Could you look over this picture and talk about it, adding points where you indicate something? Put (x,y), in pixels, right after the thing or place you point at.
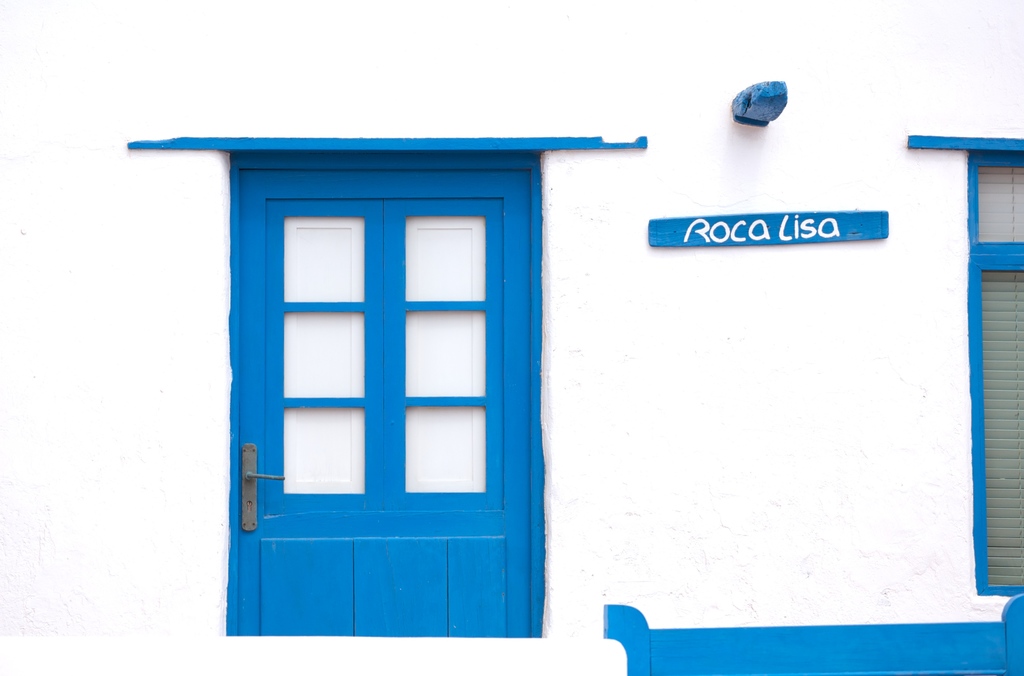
In this image we can see a door (256,613), board (829,224) and a window (1008,552).
